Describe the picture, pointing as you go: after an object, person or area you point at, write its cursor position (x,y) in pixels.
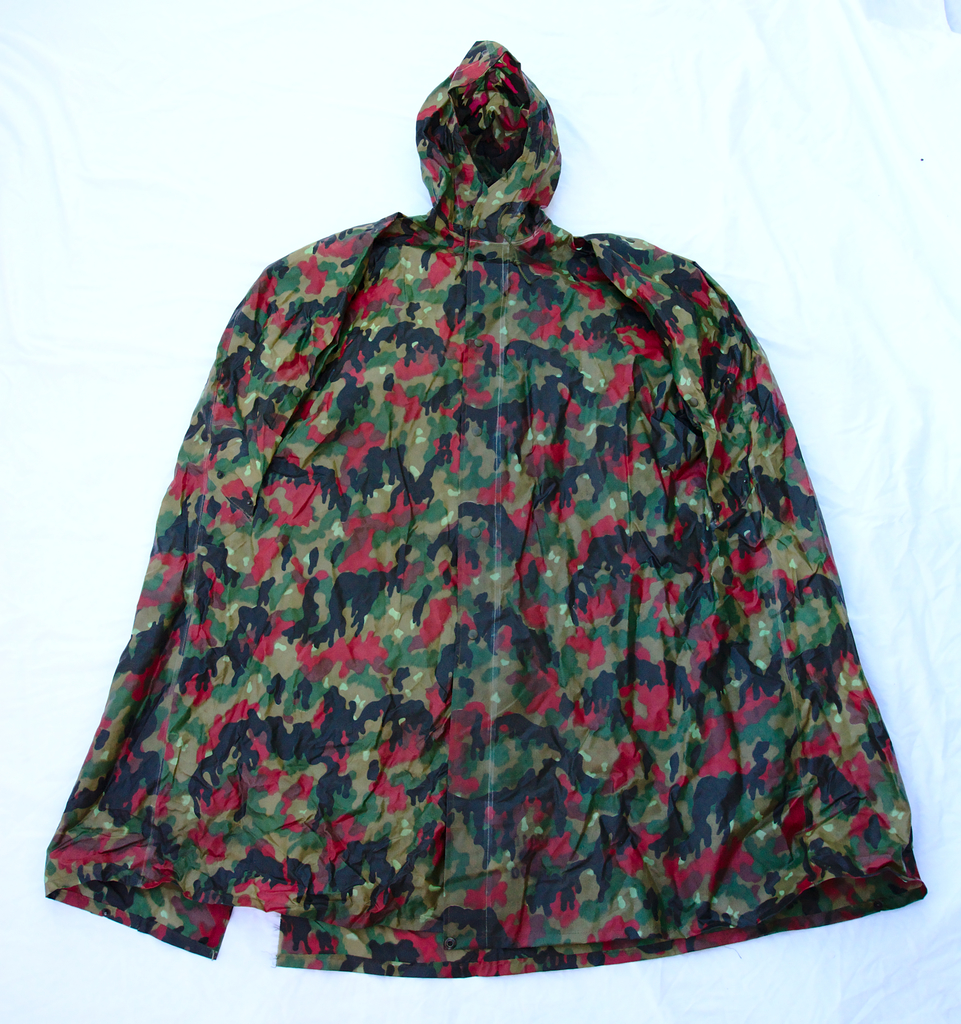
In this image we can see the raincoat (460,456) and there is the white background (825,117).
